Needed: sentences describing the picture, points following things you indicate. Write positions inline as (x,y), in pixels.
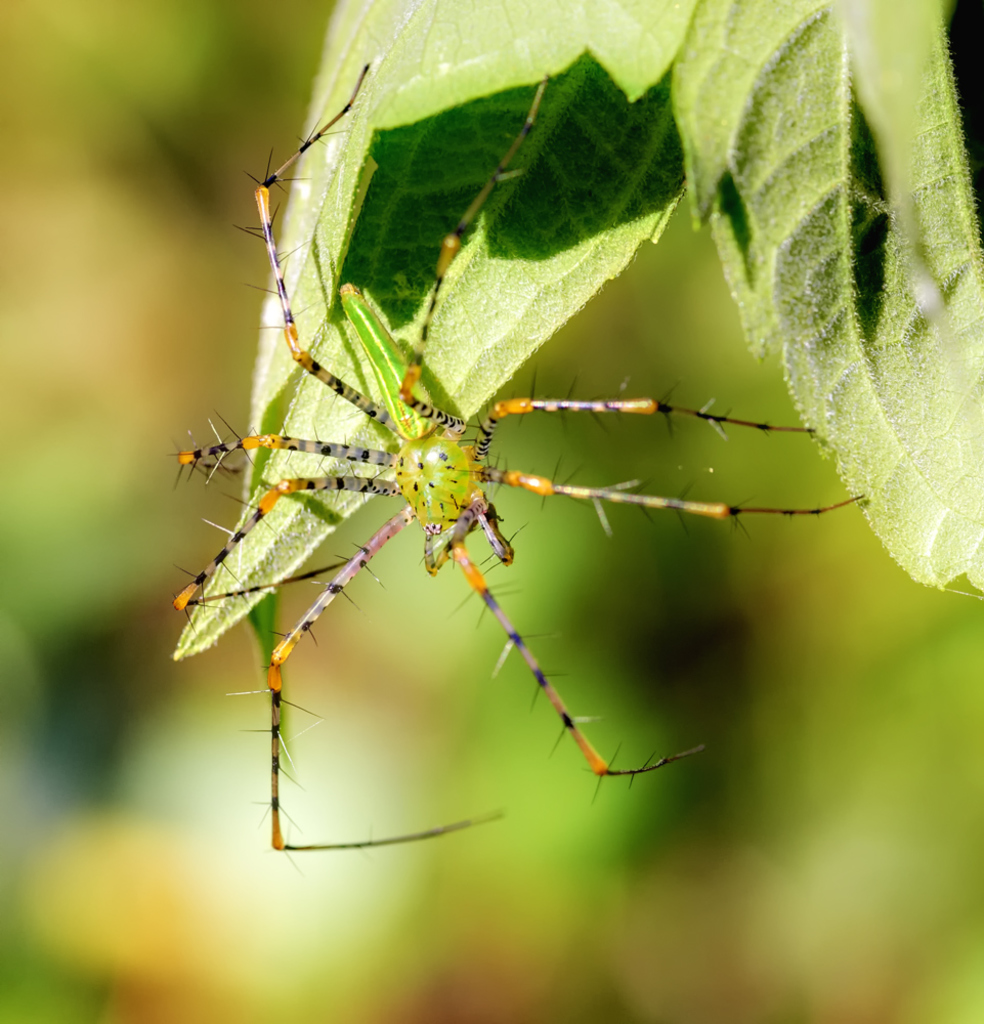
In this image we can see an insect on leaves (644,232) and the background (704,357) is blurred.
